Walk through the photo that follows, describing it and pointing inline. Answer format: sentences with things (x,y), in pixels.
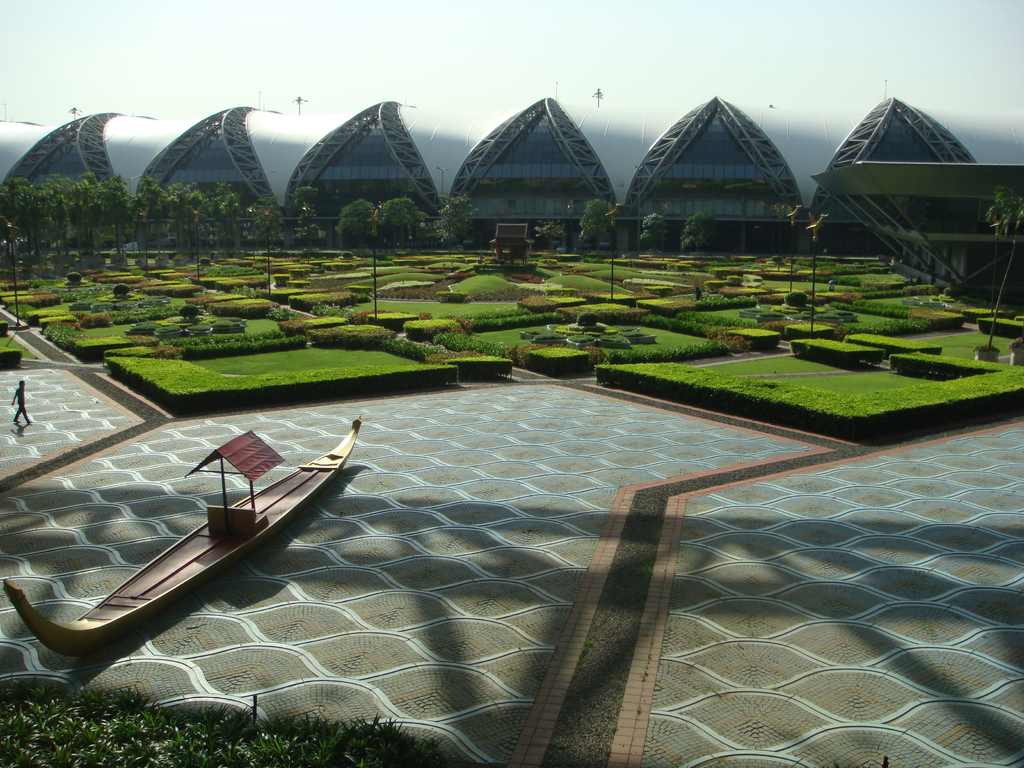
There is a person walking and we can see boat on the surface (381,456). We can see plants (449,367), poles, grass (766,286) and trees (40,202). In the background (252,162) we can see building (897,194) and sky (313,16).
